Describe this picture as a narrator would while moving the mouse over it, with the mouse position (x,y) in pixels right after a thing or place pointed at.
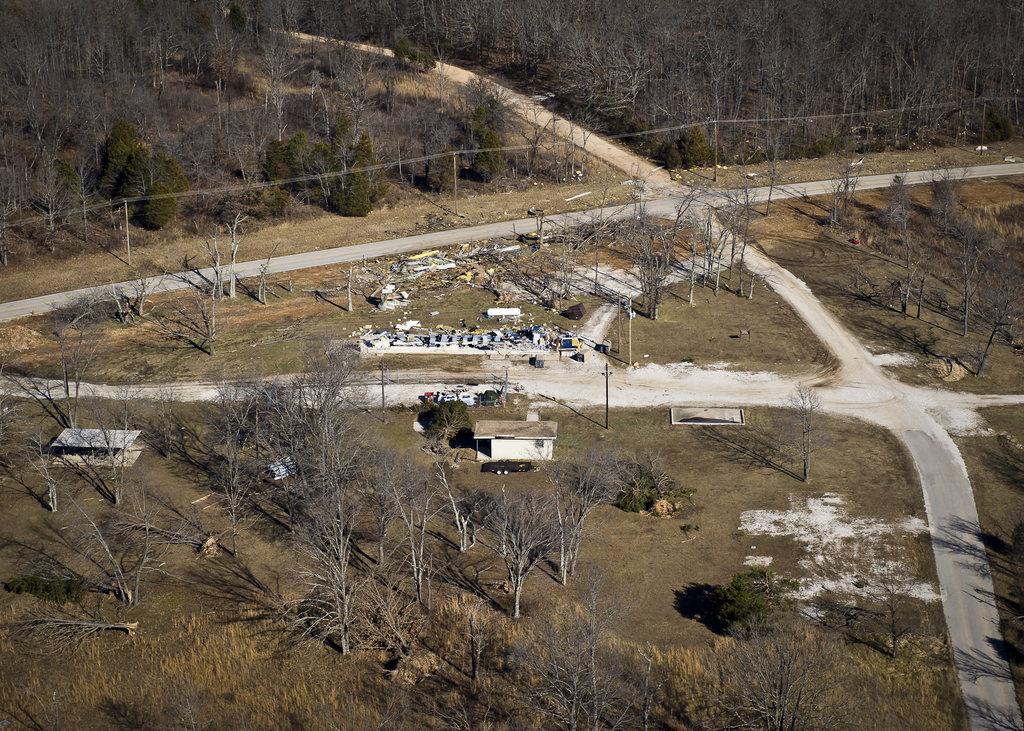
This image consists of many trees (282,424). At the bottom (696,504), there is ground (574,437). And there are small houses (483,443). At the bottom (556,614), there is brown grass (565,607).
